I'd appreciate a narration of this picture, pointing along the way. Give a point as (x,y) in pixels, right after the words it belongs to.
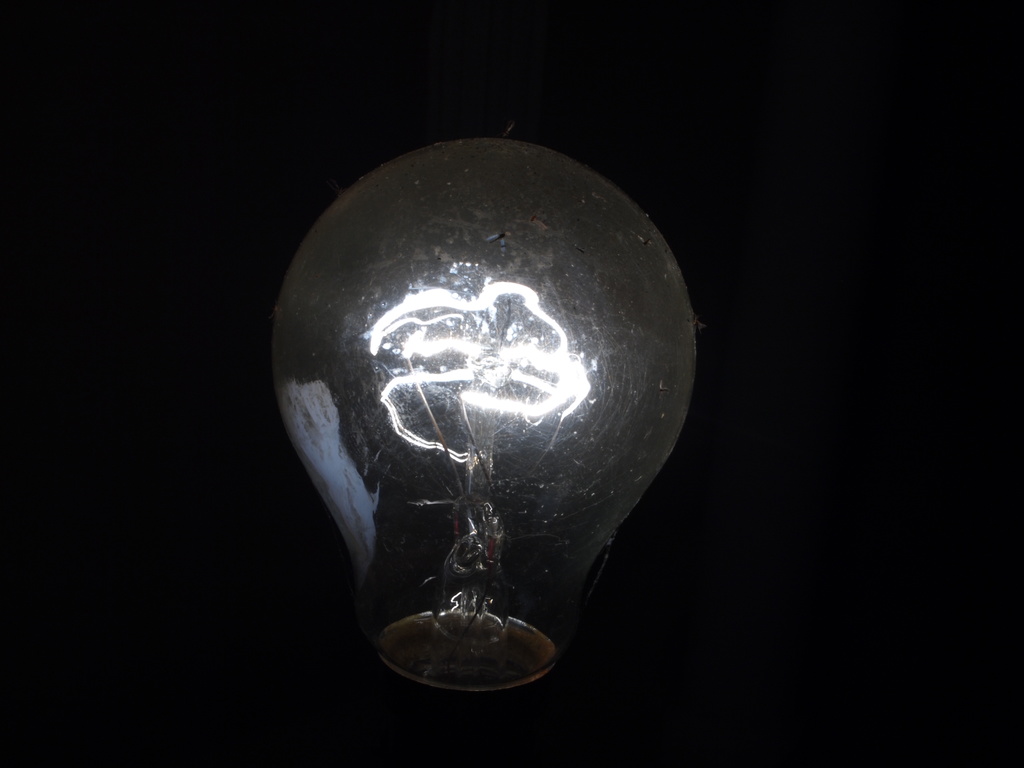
In this image we can see a bulb (502,357).
